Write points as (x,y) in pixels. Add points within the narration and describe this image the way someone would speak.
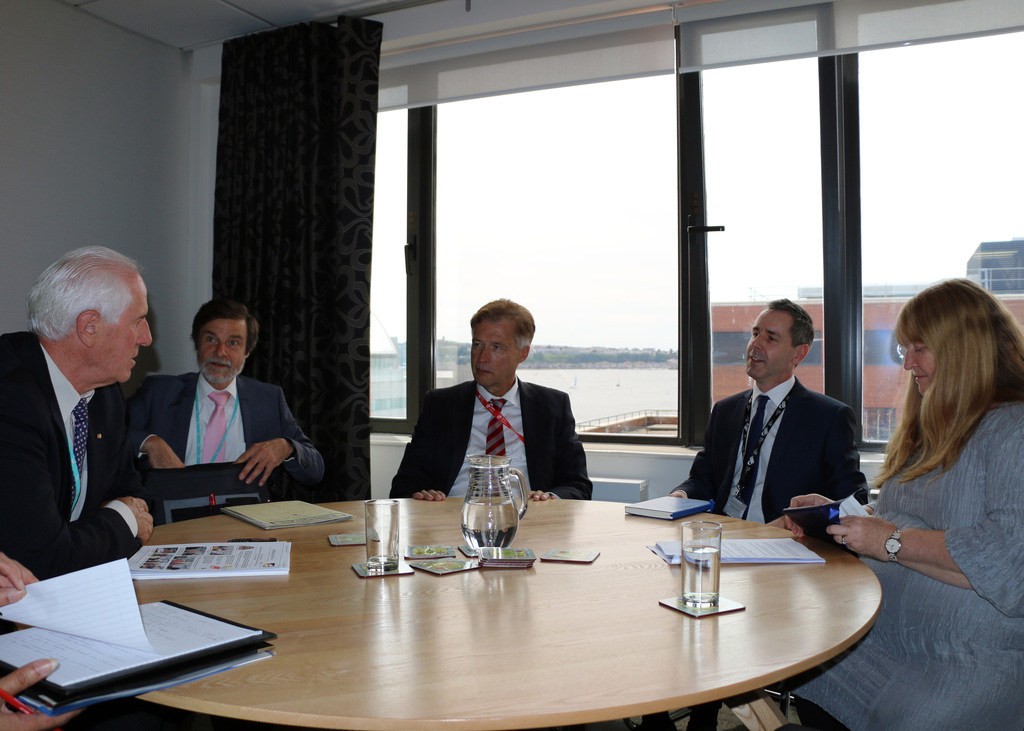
As we can see in the image there is a white color wall (112,122), curtain (301,216), window (600,359), water (620,375), few people (1006,490) sitting on chairs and there is a table (522,680). On table (284,669) there is a file (197,670), book (194,624), papers (245,548), glass (376,504) and mug (484,491).
